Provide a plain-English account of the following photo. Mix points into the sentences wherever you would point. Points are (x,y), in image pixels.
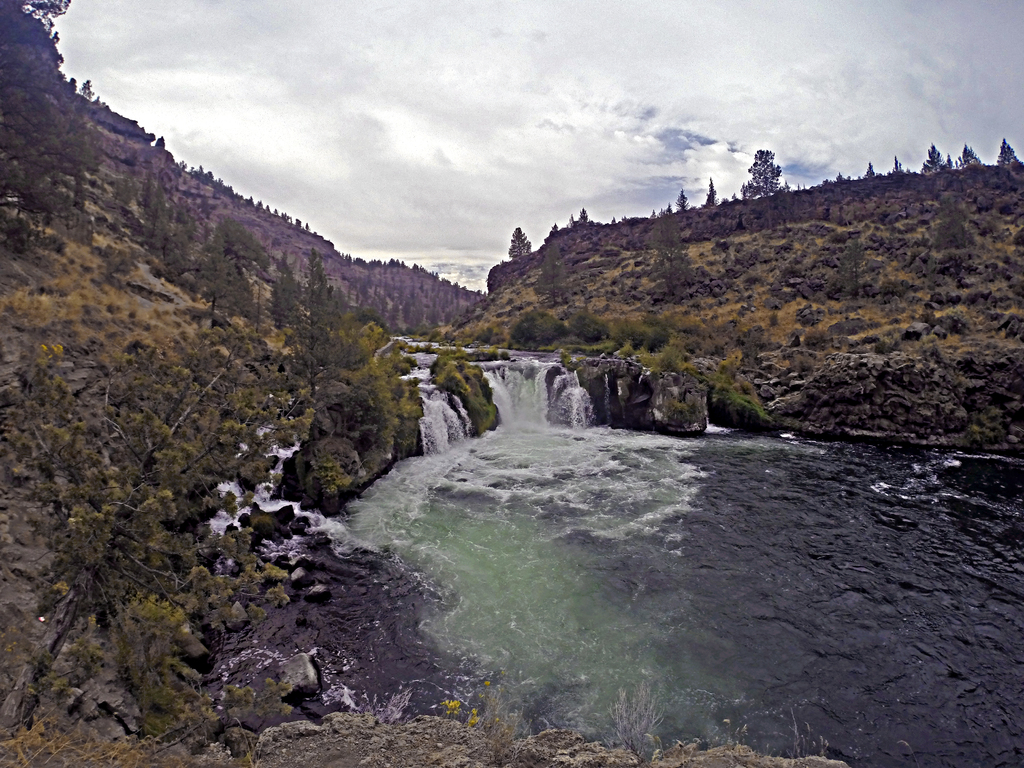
On the left side (214,506), we see the trees (217,374). At the bottom (490,561), we see the water flow (589,570). There are trees (327,301) and hills (499,301) in the background (399,271). At the top (369,161), we see the sky (472,128).
